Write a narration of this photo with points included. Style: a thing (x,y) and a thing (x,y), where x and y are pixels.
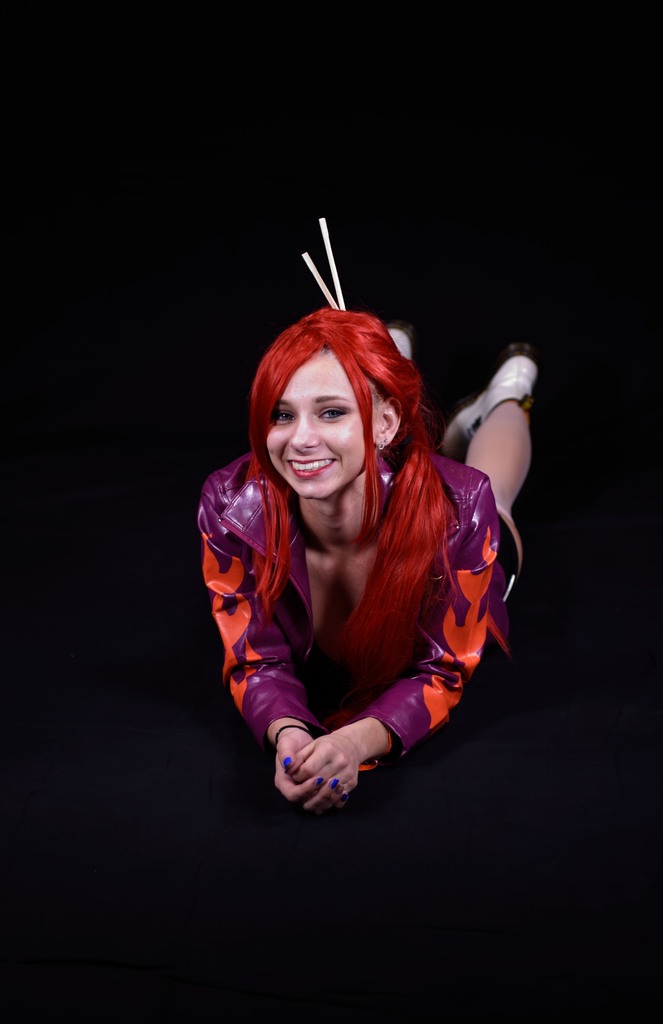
In this image we can see a woman (303,407) lying on the surface (206,760) and the background (159,256) is black in color.
